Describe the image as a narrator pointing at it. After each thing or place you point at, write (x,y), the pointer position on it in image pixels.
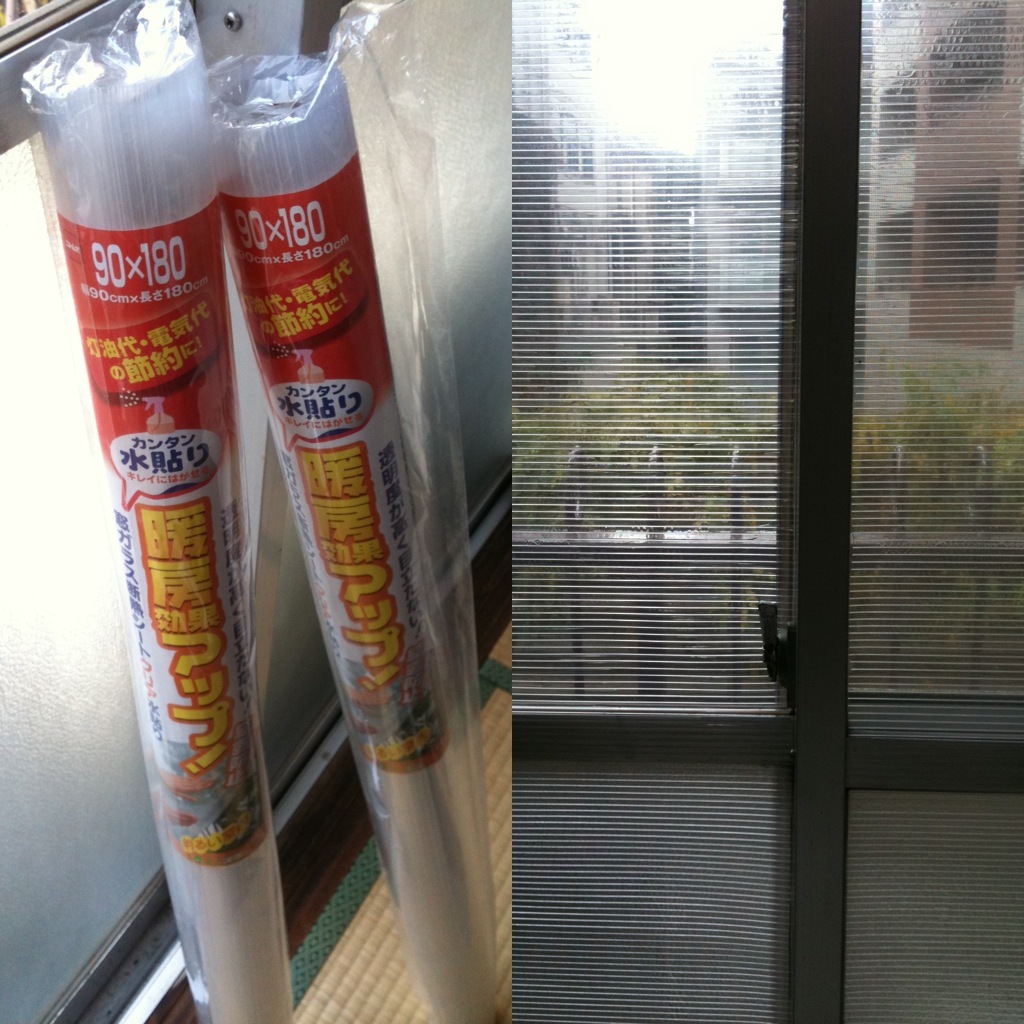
Here we can see two images. On the left (240,553) there are two objects (155,431) on the carpet (359,950) on a floor (320,978) and leaning on an object (29,178) and on the right (849,451) we can see glass door (849,451) and through the glass door (713,639) we can see a fence (1023,539), plants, buildings (720,258) and sky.
